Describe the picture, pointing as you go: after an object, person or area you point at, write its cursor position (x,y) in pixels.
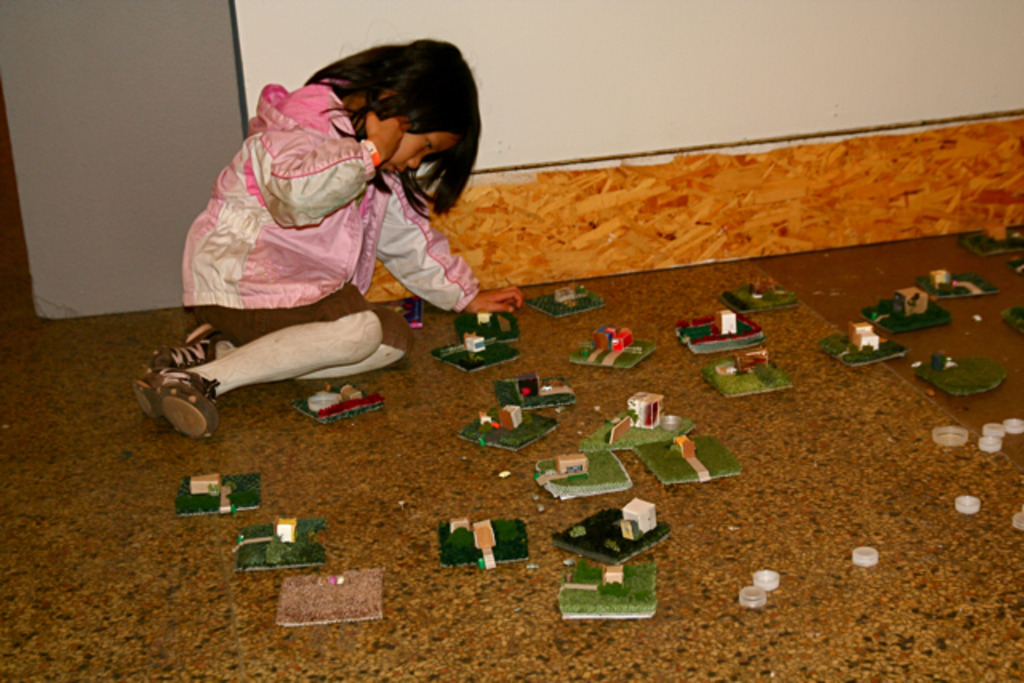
In this image we can see a girl (364,309) sitting on the floor (412,465) and there are things (587,344) placed on the floor (684,491). In the background (682,204) there is a wall (567,83).
